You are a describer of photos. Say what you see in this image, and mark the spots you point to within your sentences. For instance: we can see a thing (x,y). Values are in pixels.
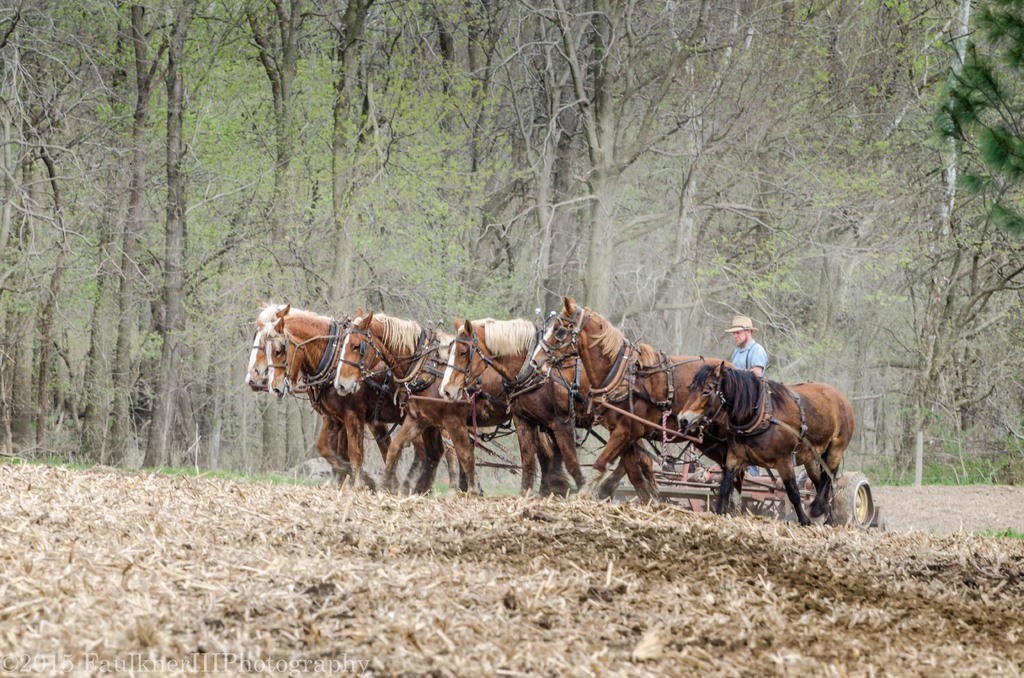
In this image I can see many horses (410,441) which are in brown and black color. I can see one person (746,359) with blue color dress (735,351) and hat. The person (750,344) is standing on the cart (673,478). In the background (533,220) there are many trees (513,210).
